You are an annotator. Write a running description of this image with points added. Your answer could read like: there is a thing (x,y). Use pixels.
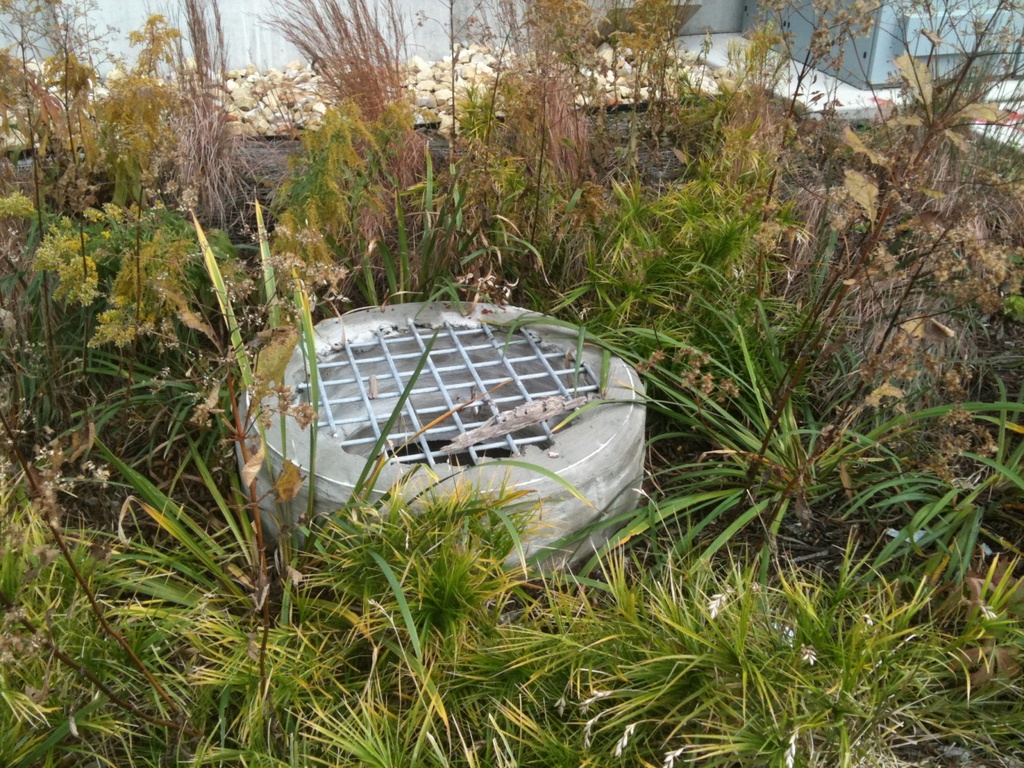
In this picture I can see the hole (602,436), beside that I can see the plants (813,342) and grass (687,608). At the top of the hole (480,350) I can see the steel object (424,411). At the top (455,84) I can see the stones (488,84) near to the wall (409,35). In the top right corner (932,24) there is cupboard (898,23) which is placed near to the wall (726,2).
